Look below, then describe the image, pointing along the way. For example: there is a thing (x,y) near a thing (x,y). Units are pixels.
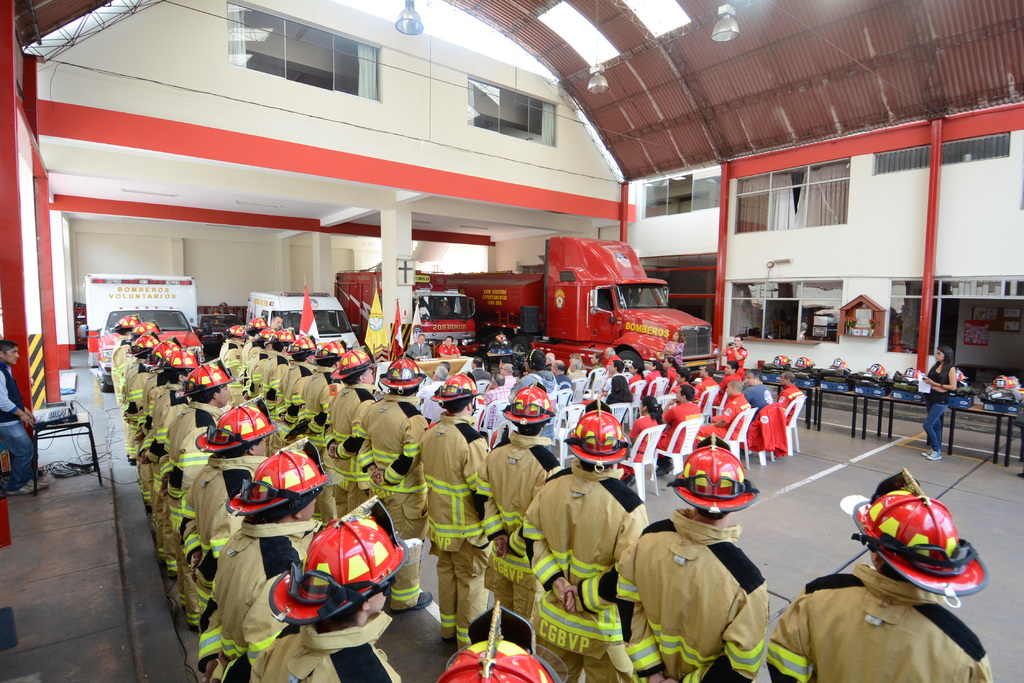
In the picture there are many people (277,429) standing in an order in two rows and in front of those people (520,410) some audience (621,377) are sitting on the chairs (632,402) and in front of them there are two men (455,351) sitting in front of the table (447,362) and behind the men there are few flags (375,306) and behind the flag (378,328) there are four vehicles (610,299), there is a roof (593,33) above these people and around the roof (745,132) there are two buildings (814,164).
